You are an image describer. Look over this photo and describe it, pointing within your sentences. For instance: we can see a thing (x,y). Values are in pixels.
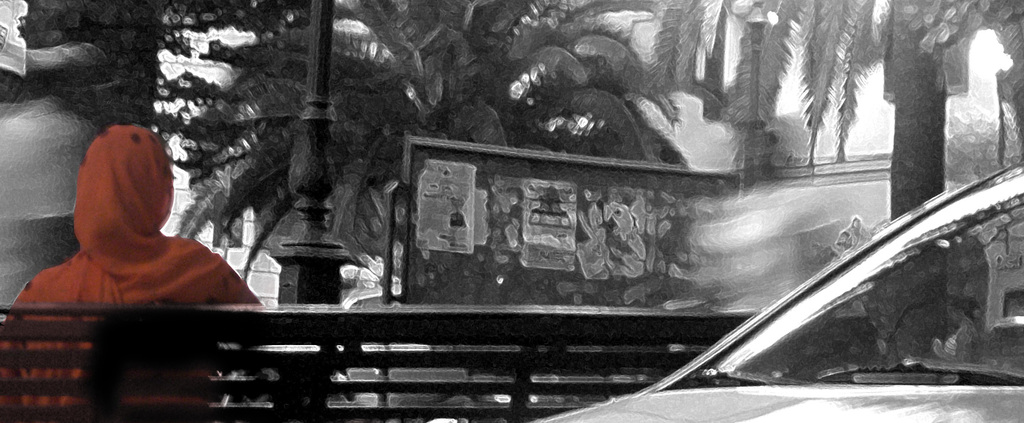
This image is a painting in which there is a person (154,281) sitting on the bench (383,356) on the left (106,262) and there are trees (436,81) in the background (738,155) and there is a pole (312,139) which is black in colour.
